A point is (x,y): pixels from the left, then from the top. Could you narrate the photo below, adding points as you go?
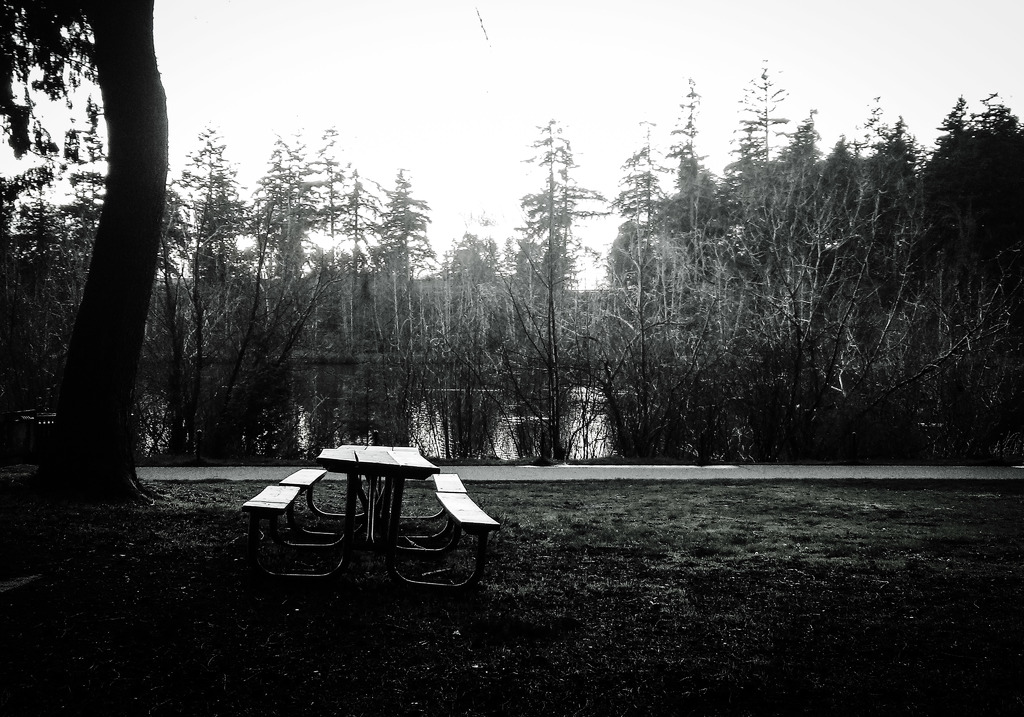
In this picture I can see the benches (452,478) and table (395,492). In the back (442,438) I can see the water (595,458). In the background (579,350) I can see the trees (569,265), plants (942,326) and grass (425,491). At the top (437,35) I can see the sky (427,65) and clouds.
